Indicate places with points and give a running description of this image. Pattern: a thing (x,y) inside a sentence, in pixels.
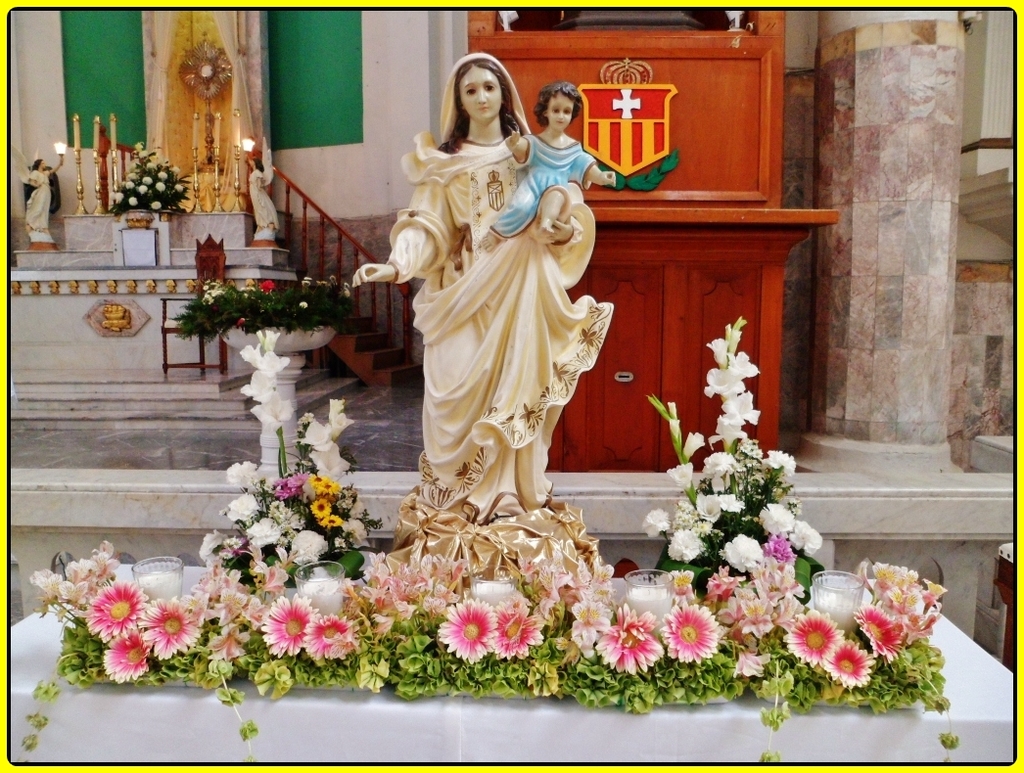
In this image we can see the idols (259,176), lights (60,147), stairs (399,351), flower vases (756,517), flowers (745,546), flower pot (285,340) and also the glasses (494,596). We can also see the table (793,718), pillar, wall (799,18), floor (66,453) and also the wooden cabin (650,165) and the image has borders (958,5).
